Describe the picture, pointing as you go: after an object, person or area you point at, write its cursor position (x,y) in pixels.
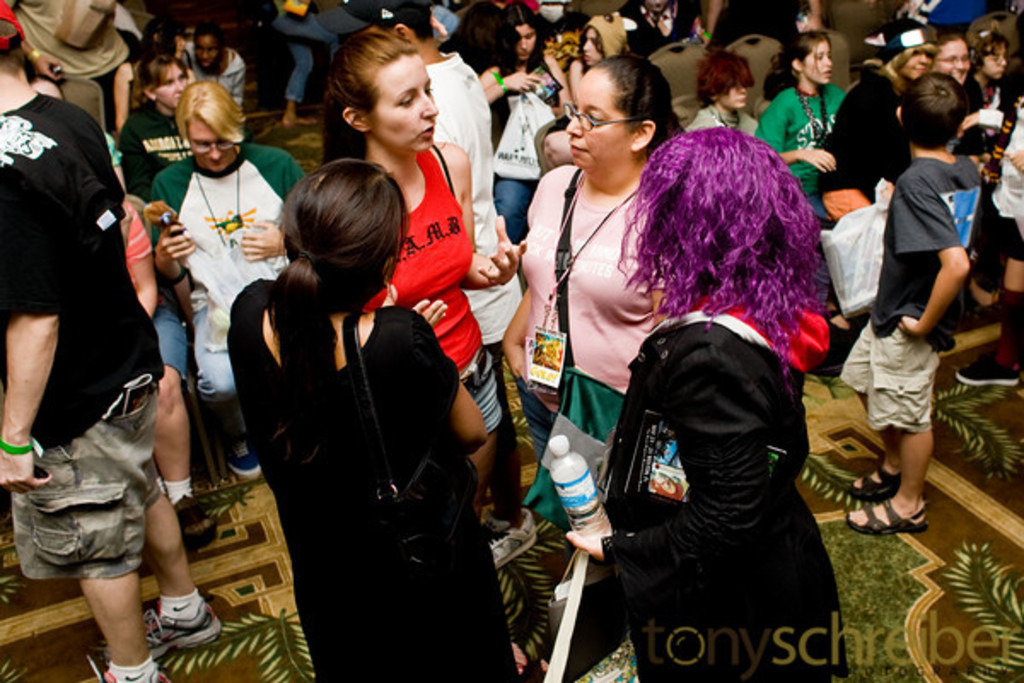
In the image there are many people (302,253), some of them are standing and some of them are sitting and few people (572,542) are holding some items (578,524) in their hands (587,540).
